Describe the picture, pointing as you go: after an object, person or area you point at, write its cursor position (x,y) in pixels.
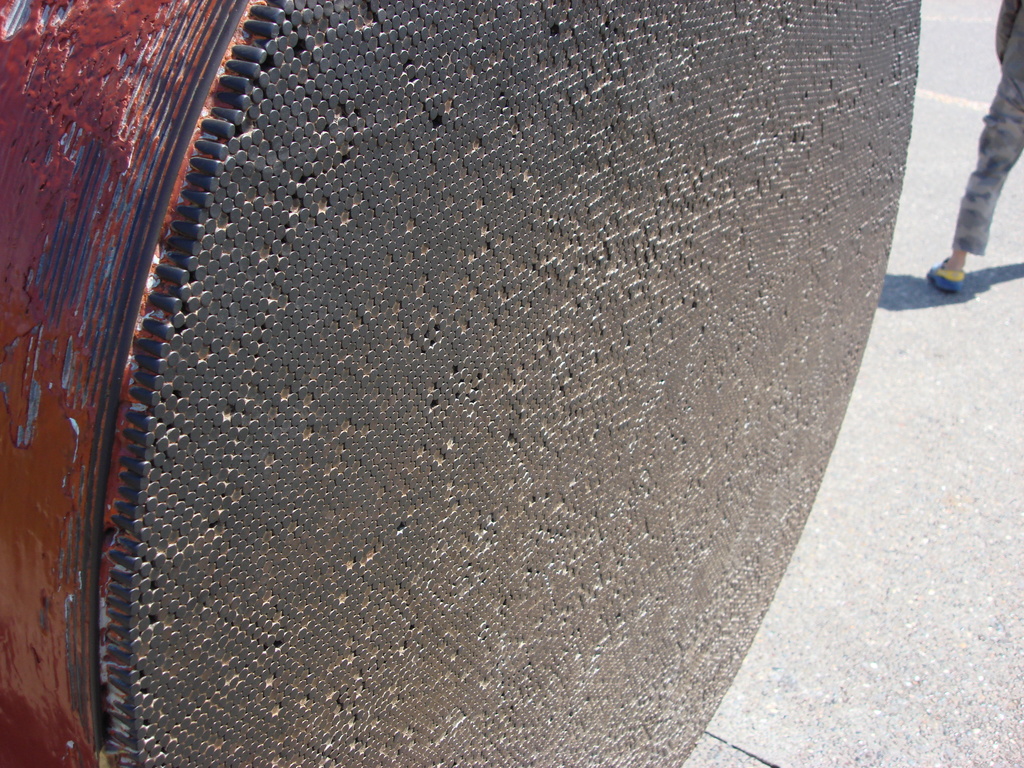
This is a bundle of cable (379,235) tied together. On the right side (967,202) there is a person's leg (993,152) on the road (911,508).
